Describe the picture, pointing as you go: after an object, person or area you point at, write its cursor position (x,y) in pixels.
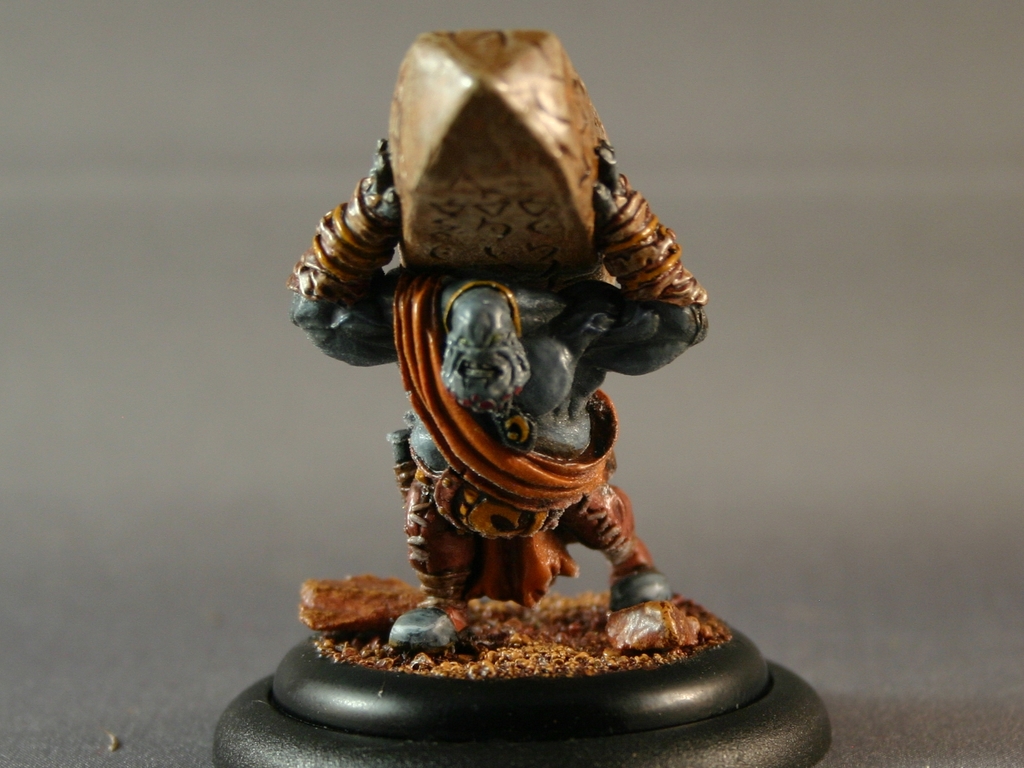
In this image, I can see a sculpture (612,514) of a person (512,420) carrying a stone (462,264). The background (306,420) looks blurry.
